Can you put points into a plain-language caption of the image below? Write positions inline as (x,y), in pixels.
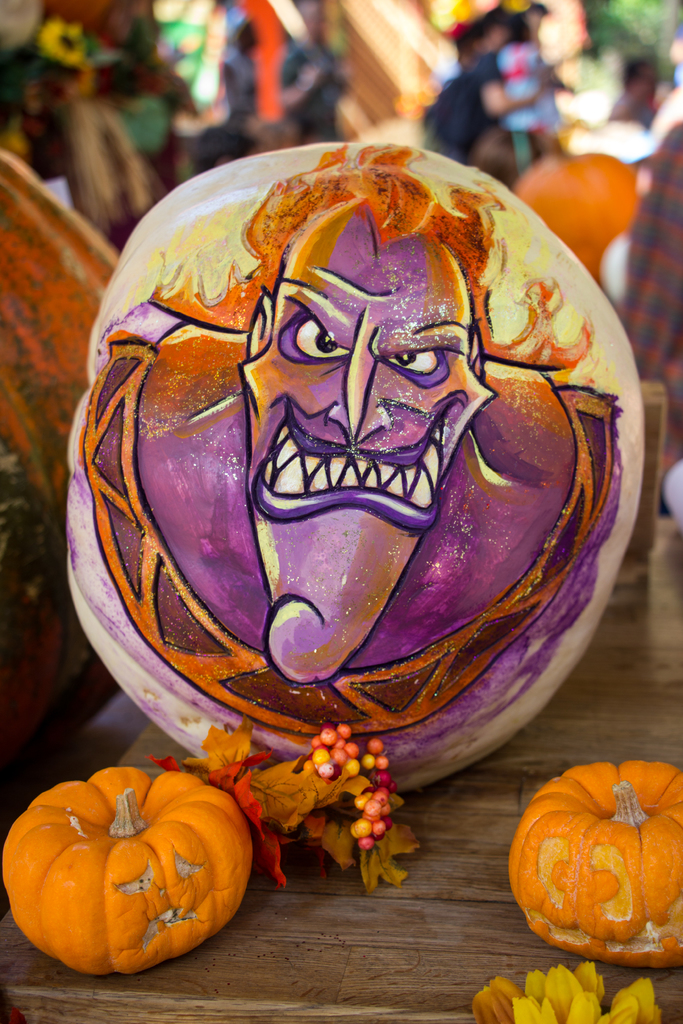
In the foreground of the picture (286,539) there are pumpkin (632,911), flowers (579,1004) and leaves (292,801) on a wooden table (641,654). In the center of the picture (281,549) there is a painting (248,319), on the pumpkin (351,508). The background (601,110) is blurred.
